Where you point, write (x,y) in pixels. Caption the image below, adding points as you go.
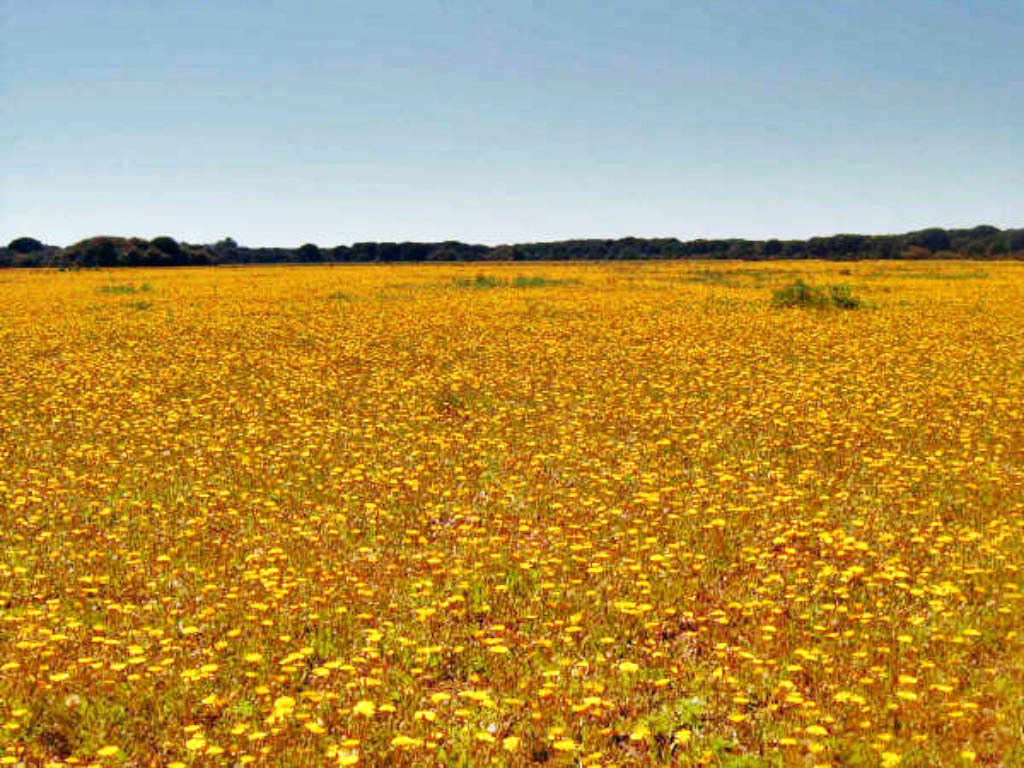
In this image we can see an agricultural field (510,323), trees (456,247) and sky (473,111).
